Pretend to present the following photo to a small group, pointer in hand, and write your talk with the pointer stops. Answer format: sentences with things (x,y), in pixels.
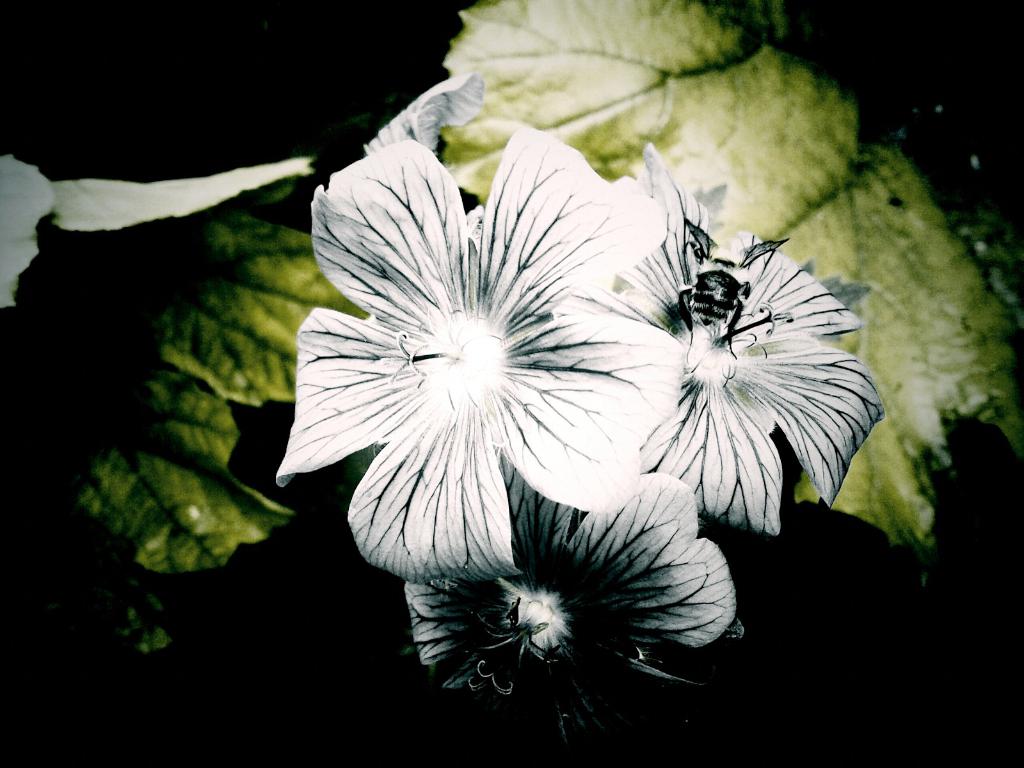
In the picture we can see leaves (132,485) and three flowers (472,504) on it and the flowers (473,424) are white in color with black color lines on it.
